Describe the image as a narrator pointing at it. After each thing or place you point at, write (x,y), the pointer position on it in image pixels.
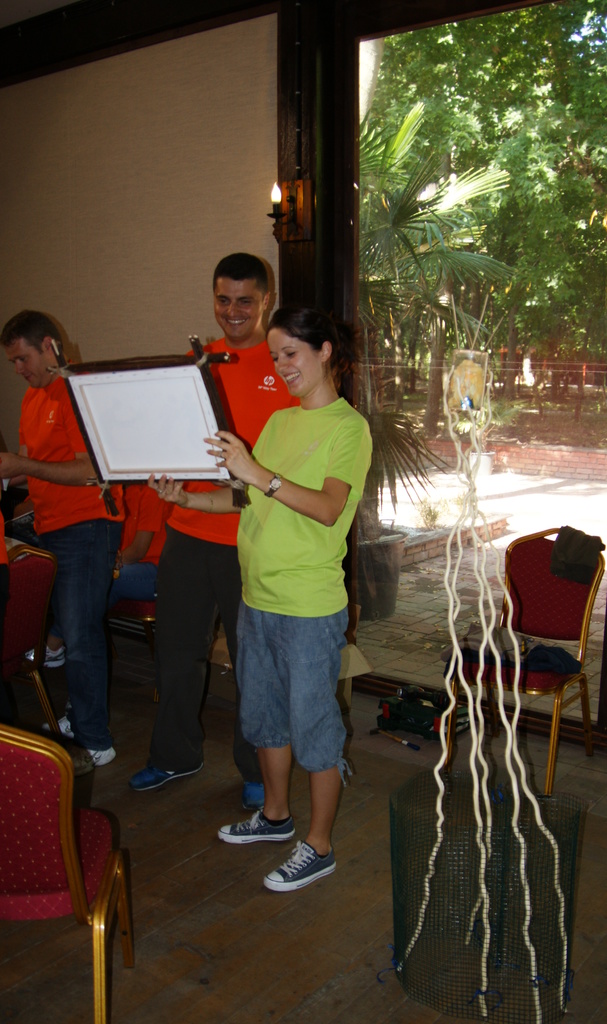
In this image I can see few people (316,685) standing and one person (329,476) is holding board (160,410). Back I can see few chairs (41,592), wall (144,341) and trees (508,197).
